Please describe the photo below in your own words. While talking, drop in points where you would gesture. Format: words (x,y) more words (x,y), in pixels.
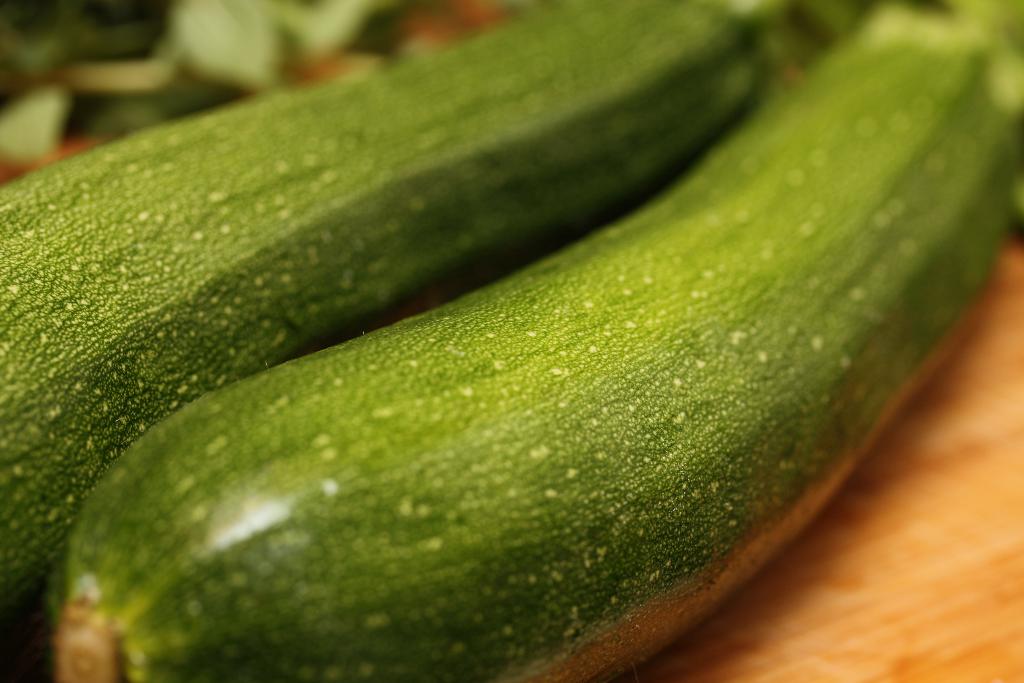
In this image, we can see zucchinis (343,370). At the top (211,87) and right side of the image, we can see the blur view. Right side (842,636) bottom corner, we can see a surface (898,604).
